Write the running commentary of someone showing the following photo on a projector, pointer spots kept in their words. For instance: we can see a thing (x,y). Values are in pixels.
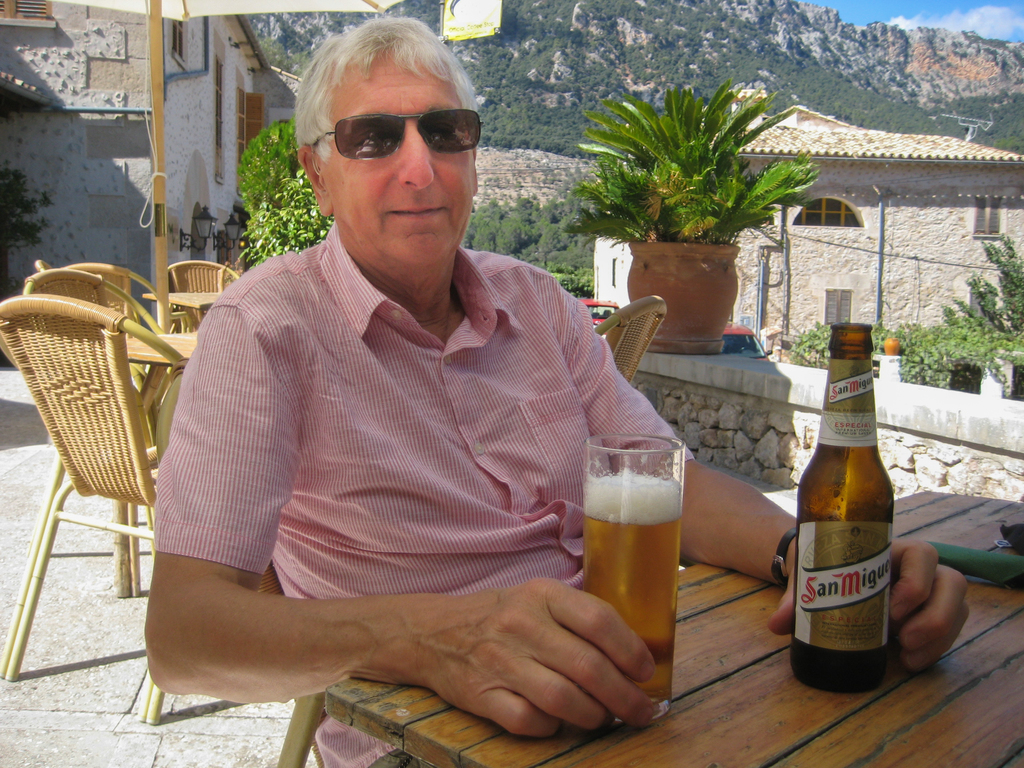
here in this picture we can see a person (505,387) sitting near the table (757,634) and there was a glass (664,608) and a bottle (835,539) filled with the liquid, here we can also see chairs (60,373), house plants (652,214), mountains (974,105), cars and buildings (198,187).
